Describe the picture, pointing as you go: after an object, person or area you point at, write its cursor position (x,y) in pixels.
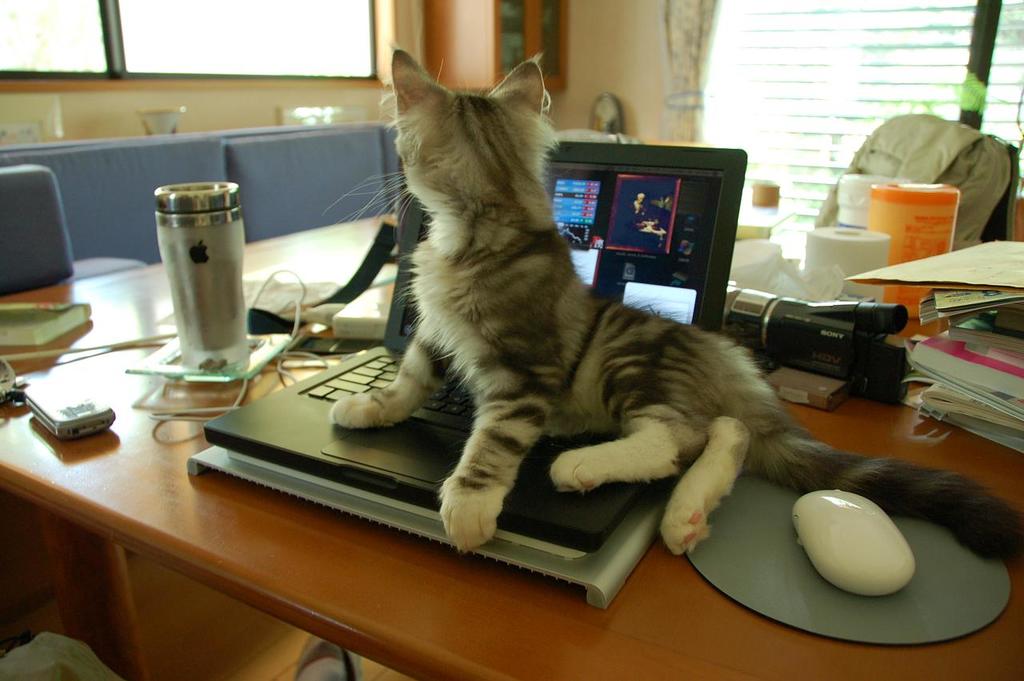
There is a cat (595,330) sitting on the laptop (456,411) which is on the table (633,585) and there are few other objects (796,327) which are placed on the table (134,304).
